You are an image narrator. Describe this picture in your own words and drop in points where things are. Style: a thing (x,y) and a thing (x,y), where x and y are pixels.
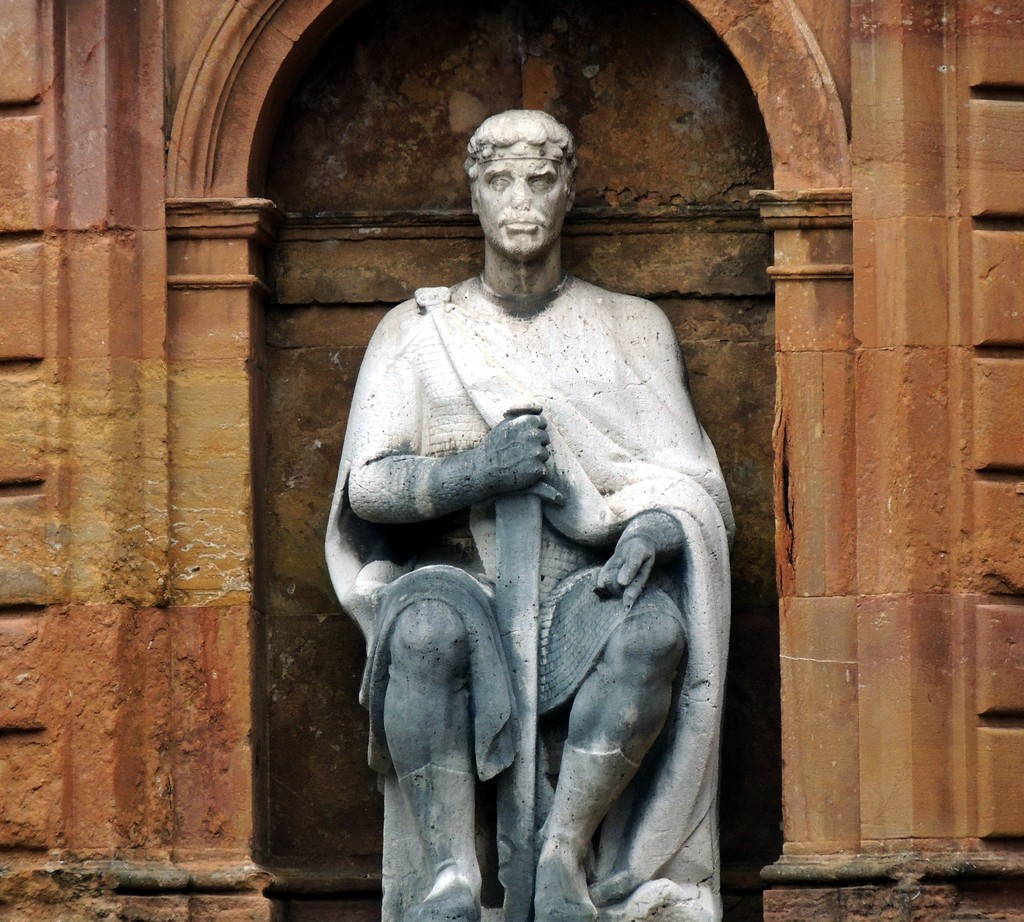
In this picture we can see the statue of the man (578,603) sitting in the front (462,751). Behind we can see the brown arch wall (586,202).
